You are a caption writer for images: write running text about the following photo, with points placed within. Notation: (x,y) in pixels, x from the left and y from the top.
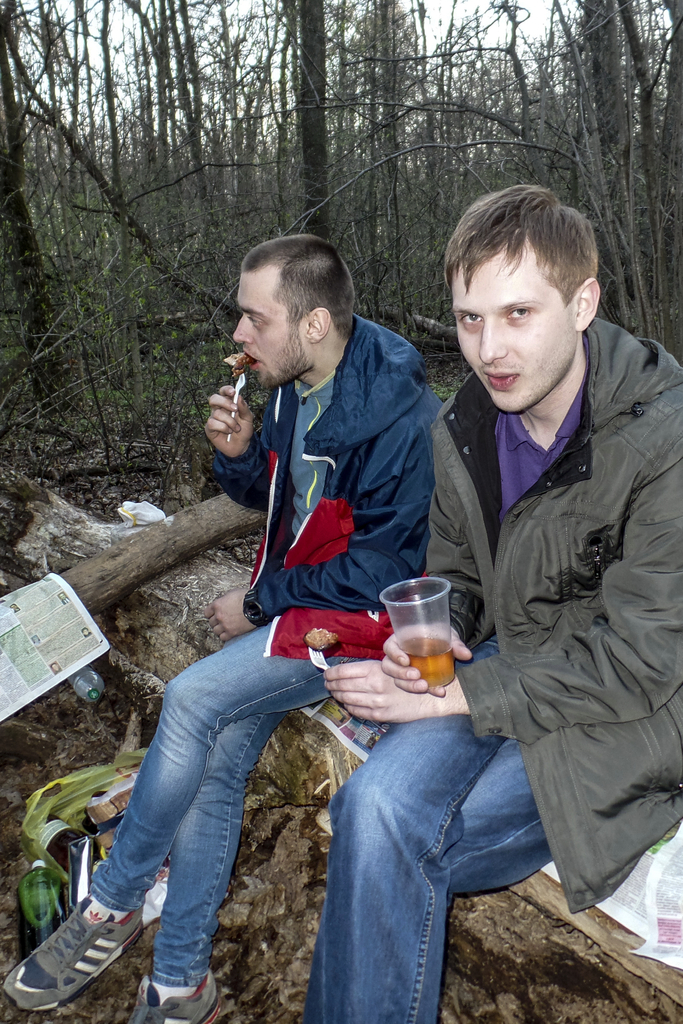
In this picture we can see two man (438,572) sitting on some wooden trunk (349,756) carrying glass (424,601) in one hand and here man (245,416) holding fork (233,414) and eating food (235,372) and in background (191,112) we can see trees (150,376), paper (86,611), bottle (84,694).
